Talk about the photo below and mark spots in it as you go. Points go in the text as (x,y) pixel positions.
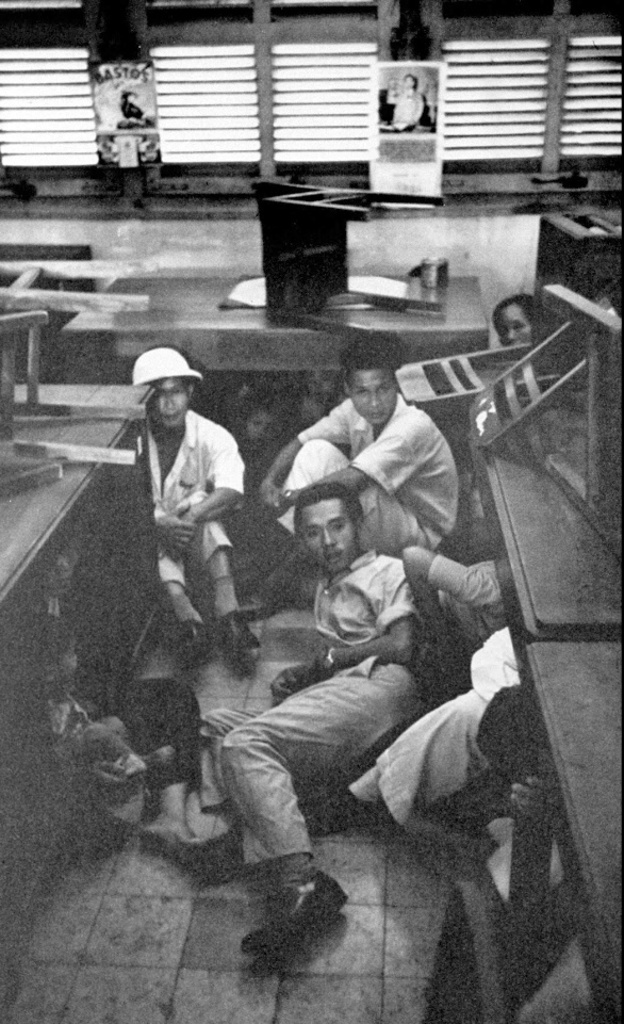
In the image I can see some people (468,576), among them some are lying and around there are some tables (562,678) on which there are some things (347,294) and also I can see some frames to the wall (368,216).
